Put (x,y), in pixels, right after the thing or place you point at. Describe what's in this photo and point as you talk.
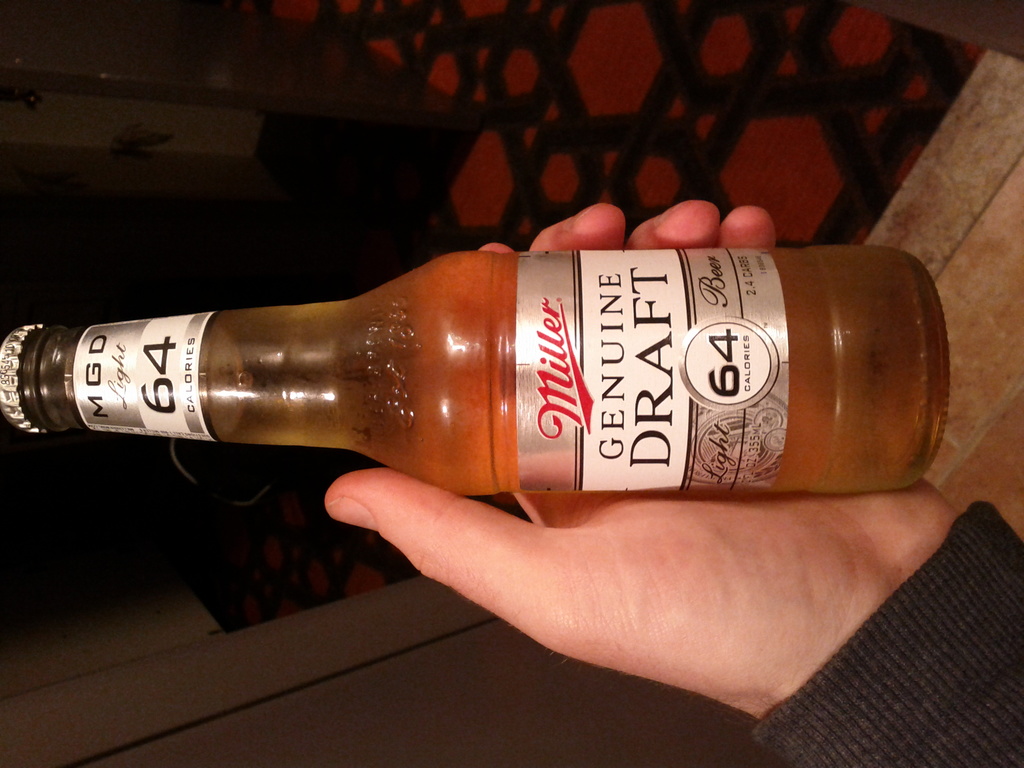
A beer bottle (22,367) is held in a hand (602,541). The name of the bottle (698,480) is genuine draft.
